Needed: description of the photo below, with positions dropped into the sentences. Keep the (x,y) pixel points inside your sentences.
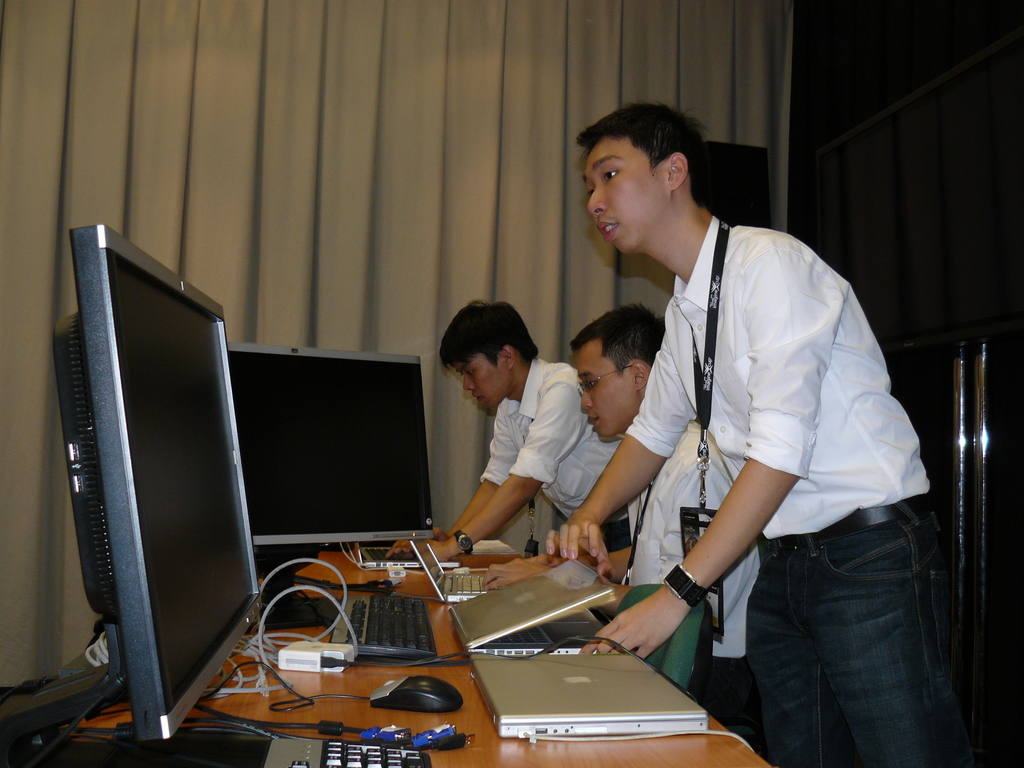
In this image I can see three persons (601,385). In front (866,487) the person (864,472) is wearing white and black color dress (882,545) and I can see few laptops (535,644), systems (182,572) on the table (345,692). In the background (428,144) I can see few curtains (488,89) in cream and black color.
